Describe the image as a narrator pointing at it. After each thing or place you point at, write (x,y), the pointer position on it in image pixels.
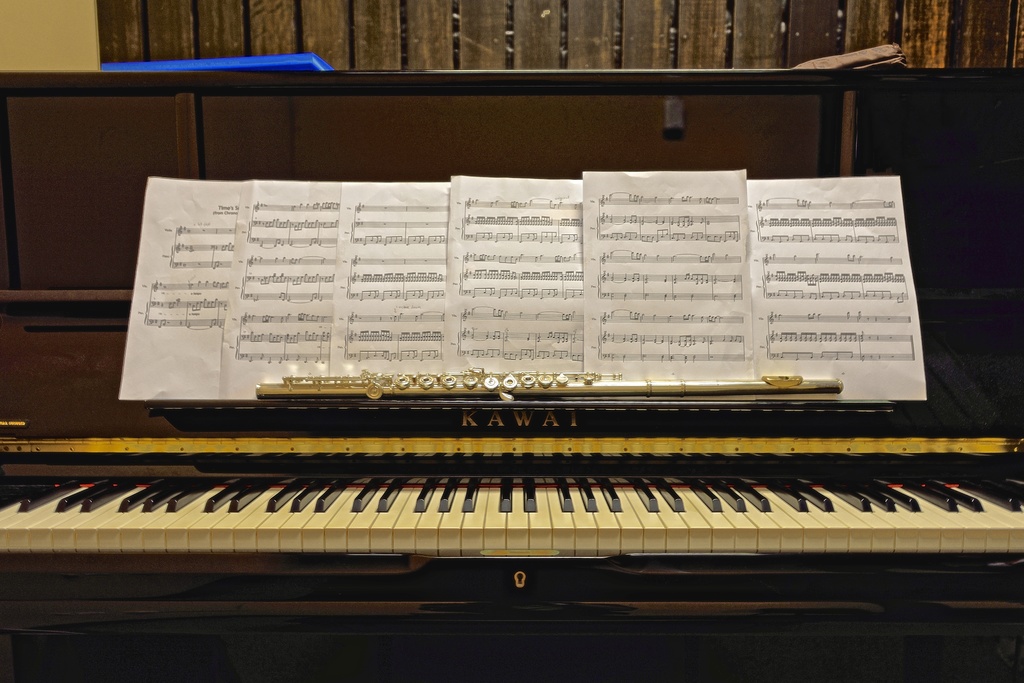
There is a keyboard (746,117) which is white and brown in color. The key board keys (646,549) are white and some of them are in black. On the keyboard (623,421) i could see a flute (717,391) and a paper notes of lyrics (777,304) are on the key board stand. In the back ground of the picture (490,61) i could see a wall (165,39) which is brown in color made up of wood (658,27) and a yellow colored wall (65,29) is also To the left corner of the picture (54,37).
